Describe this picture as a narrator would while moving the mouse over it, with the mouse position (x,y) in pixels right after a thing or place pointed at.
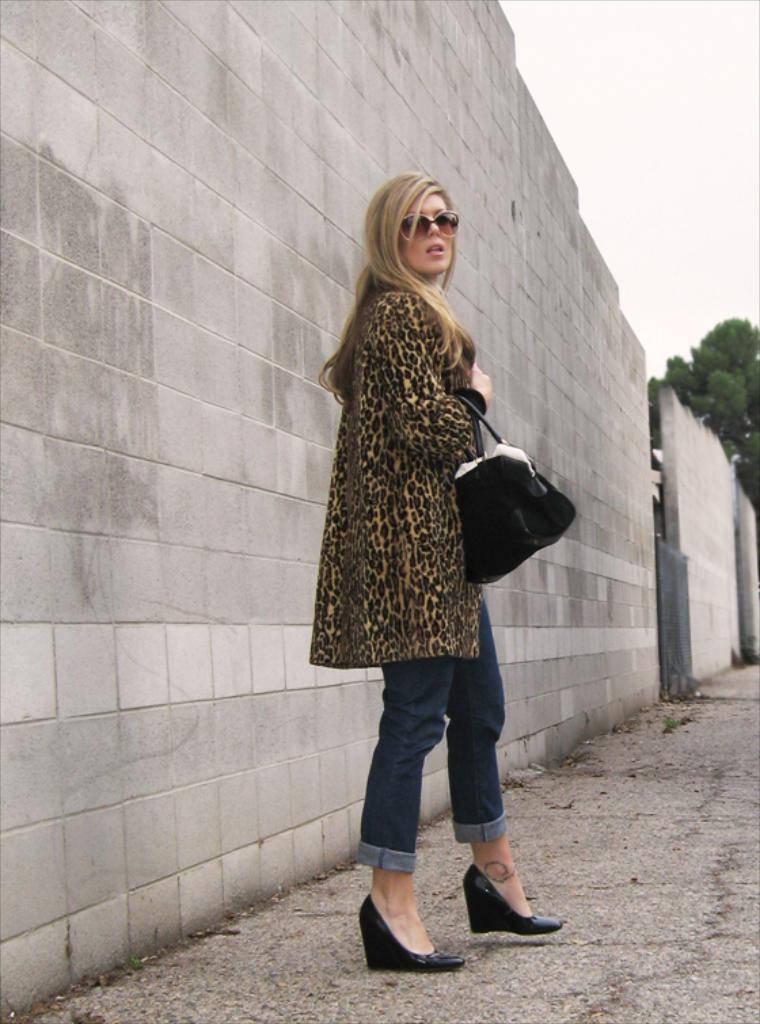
In the picture I can see a woman (385,595) wearing leopard print jacket (376,533), jeans (412,802), glasses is carrying a black color handbag (520,484) and standing on the road (459,935). Here I can see the stone wall (560,560), trees (672,382) and the sky (659,159) in the background (673,185).
